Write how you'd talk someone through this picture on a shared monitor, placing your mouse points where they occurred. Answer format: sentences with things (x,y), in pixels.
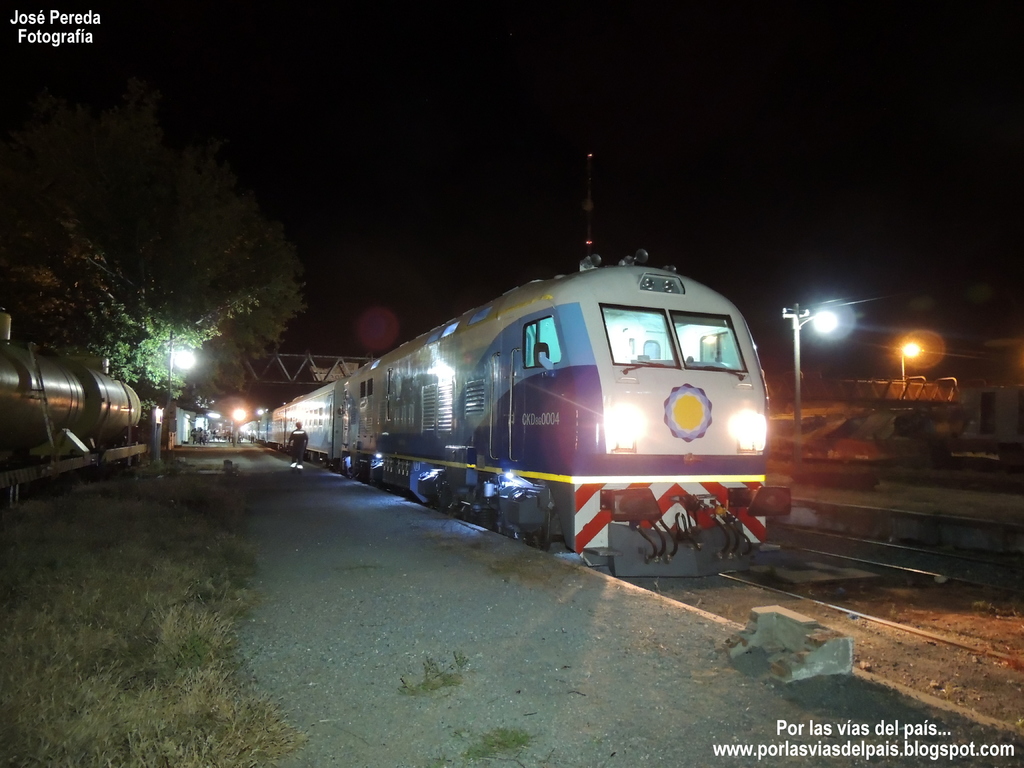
In this image, I see a train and track (752,585) over here and a path (565,569) side to it and there is a grass (231,493) over here. In the background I see the tree (124,355), few lights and few people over here.
